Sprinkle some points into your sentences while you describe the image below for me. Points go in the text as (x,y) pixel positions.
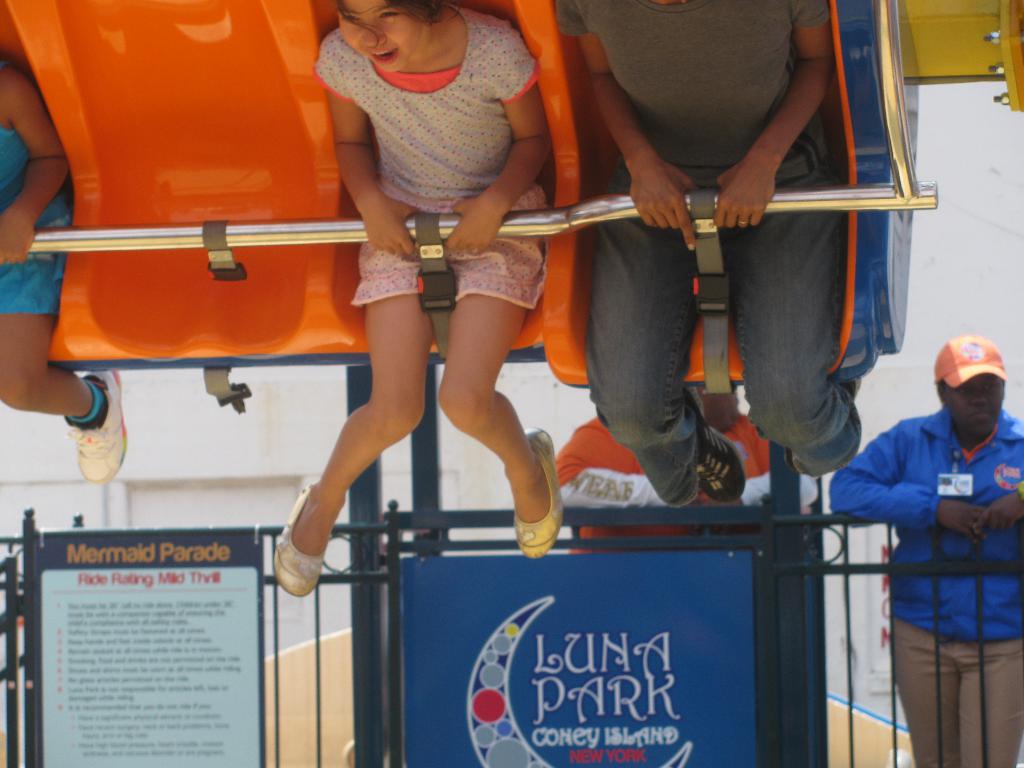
There are posters (501,615) on a boundary (926,573) and people (946,582) standing behind it at the bottom side of the image (425,630) and there are people (643,200) sitting at the top side (527,236), it seems like a swing (350,207).
